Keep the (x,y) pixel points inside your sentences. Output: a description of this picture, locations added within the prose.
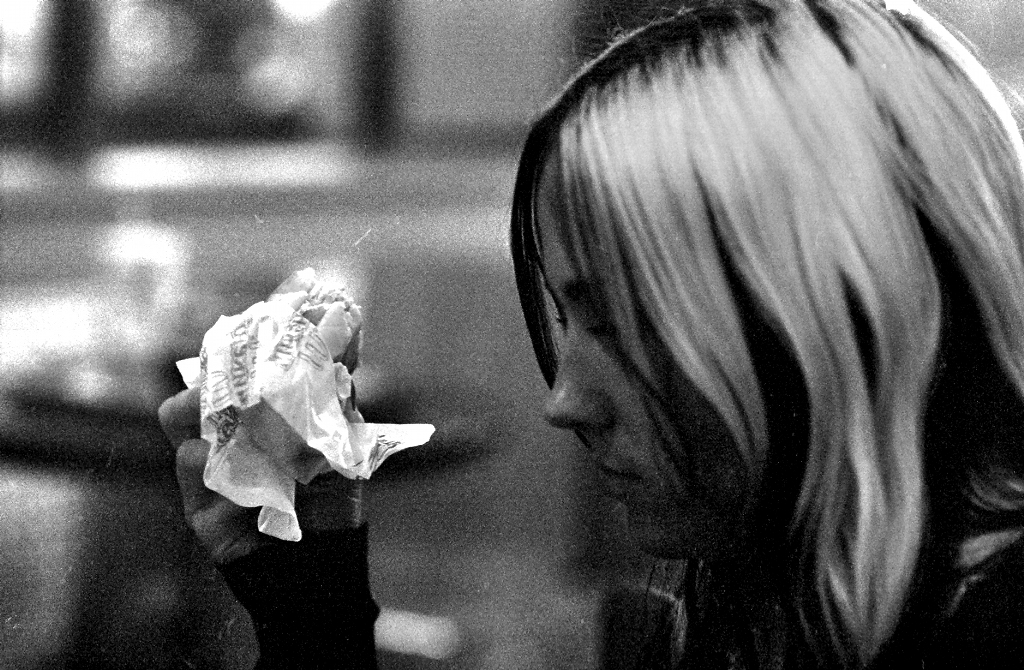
In this image I can see a woman (687,404) is holding some object (269,458) in the hand (311,490). The background of the image (386,211) is blurred. This picture is black and white in color.
